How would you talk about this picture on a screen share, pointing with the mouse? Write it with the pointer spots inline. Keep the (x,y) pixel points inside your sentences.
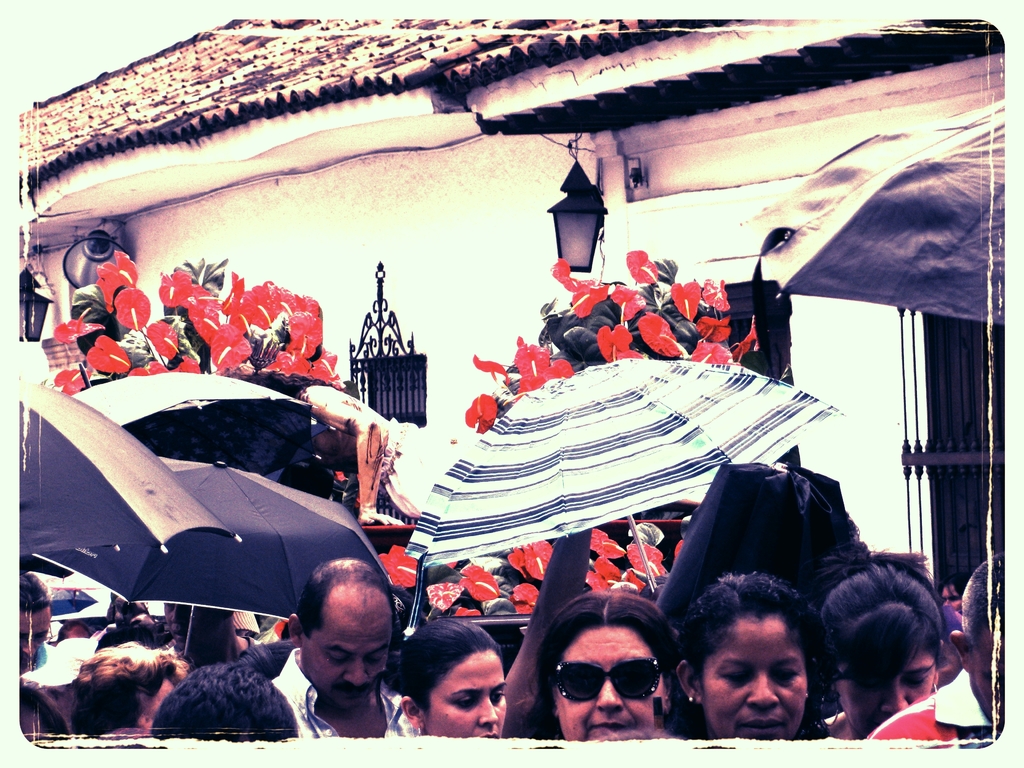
In this picture I can see many people (164,630) were standing near to the building (858,515) and they are holding the umbrellas (605,484). In the back (640,334) I can see the flowers (530,381) on the plants (660,300), behind them there is a light (571,236). On the left (105,235) I can see the street light (22,310) and speaker (104,250). In the top left corner (72,52) I can see the sky (69,52).
